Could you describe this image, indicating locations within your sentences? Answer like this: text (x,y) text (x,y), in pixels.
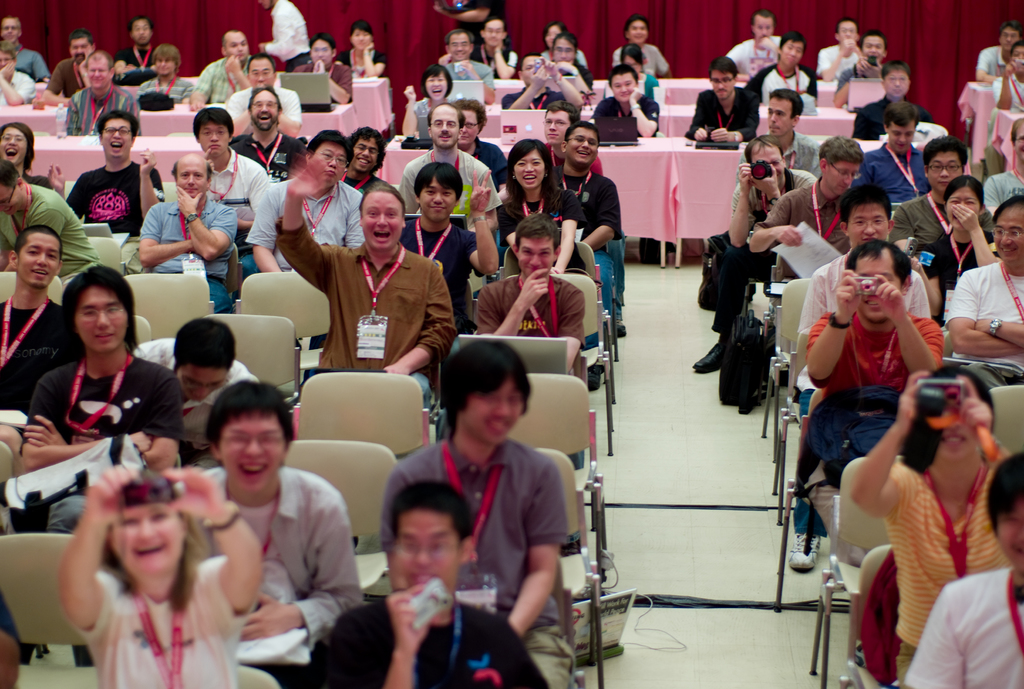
In this picture at the left side (230,35) there are some group of people (551,201) sitting in the chairs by wearing red color ID card (565,182) and here at the right side (961,317) there are some group of people (981,268), and there is a man (772,235) who is sitting in the chair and holding the paper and here there is a woman (75,595) who is sitting and smiling by clicking pictures and here there is some name board (634,597).
